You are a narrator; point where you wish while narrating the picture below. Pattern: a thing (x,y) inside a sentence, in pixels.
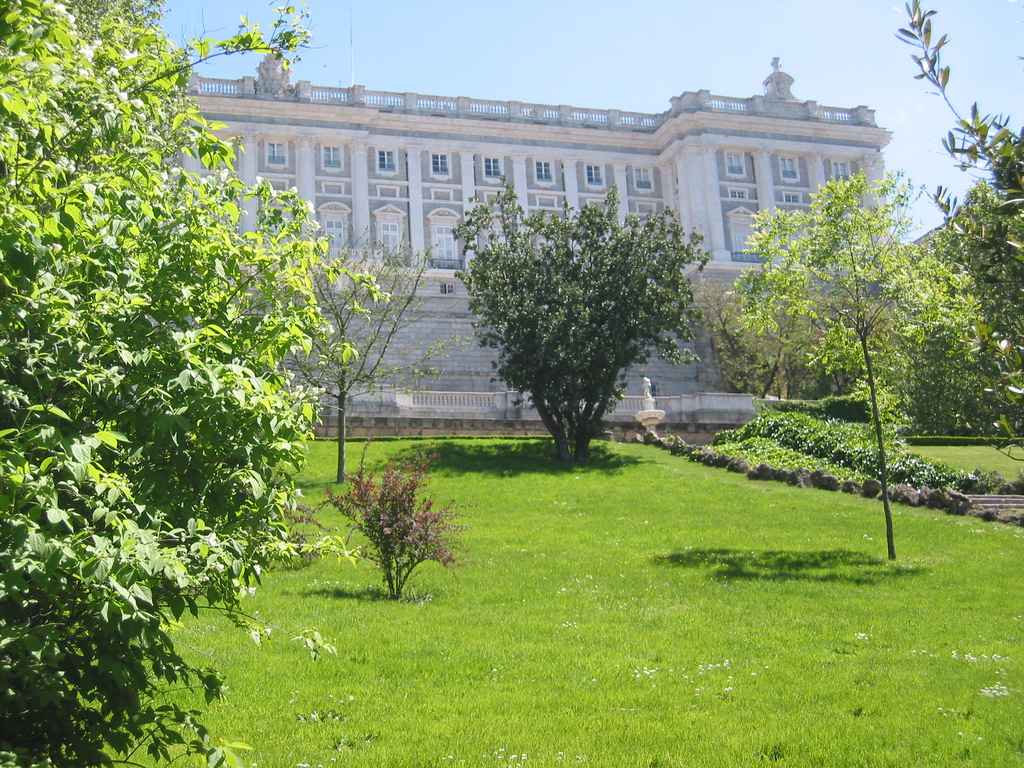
In this image, we can see the ground (559,662) covered with grass (611,677). There are a few plants (50,178) and trees (5,266). We can see a white colored object (638,416). We can see a building (657,367). We can see some stairs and the sky (406,31).
